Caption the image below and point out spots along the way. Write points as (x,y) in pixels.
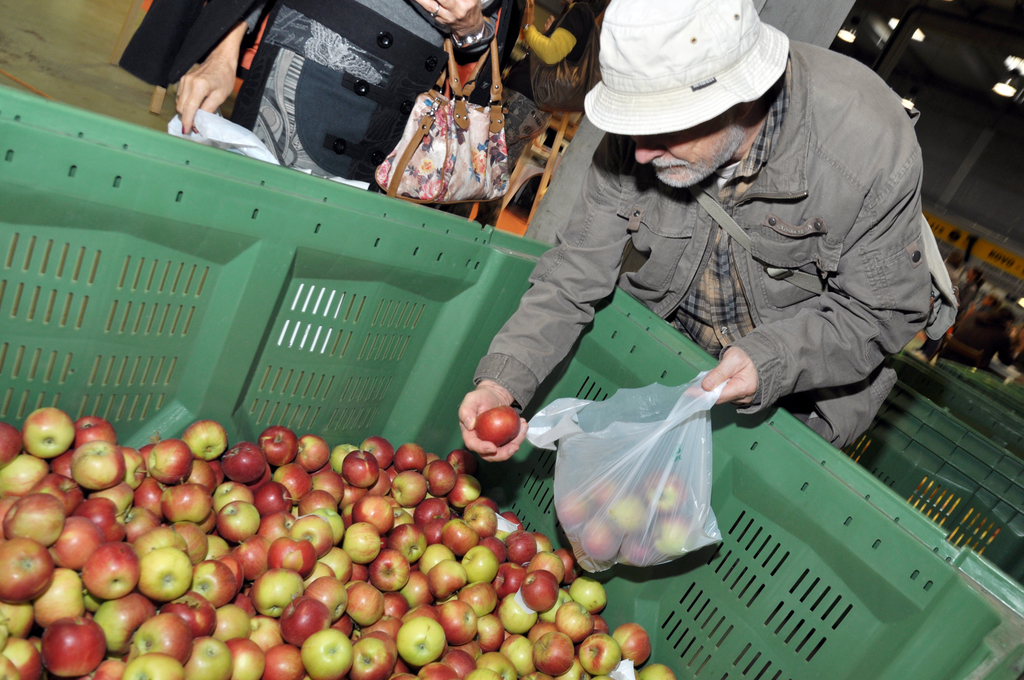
In this image we can see many apples (507,595) in the green color basket (928,613). This person (684,64) wearing grey jacket (563,249) and hat (663,112) is holding a cover (618,524) in which apples (639,511) are kept. Here we can see another person (362,115) wearing handbag (408,135) and standing near the basket (270,383). The background of the image (1013,504) is blurred, where we can see a few more people (548,27) in the store (873,9), we can see baskets (940,443) and ceiling lights (1014,65).
